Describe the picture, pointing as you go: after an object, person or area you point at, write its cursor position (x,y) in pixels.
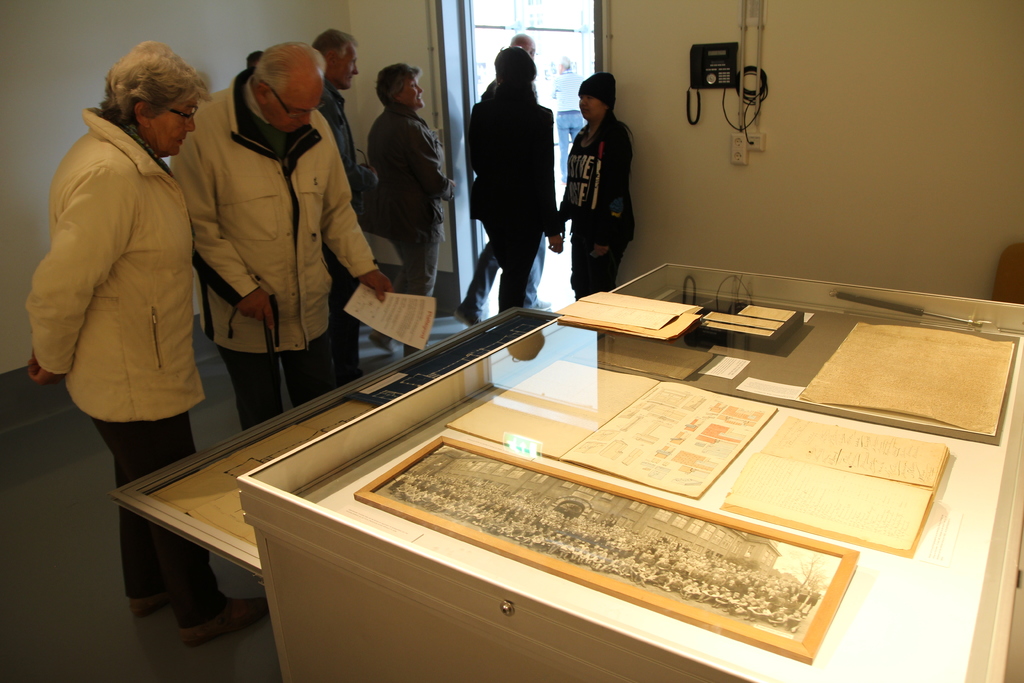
In this picture I can see a table (731,353) in front (586,303) on which there are few papers (587,322) and through the glass (633,388) I can see a photo frame (601,483) and few books (597,444). On the left side of this picture (192,113) I can see few people (295,83) who are standing and in the background (644,25) I can see the wall (707,109) on which there is a telephone (726,57), wires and 2 pipes (742,65) and I can see the floor (54,647).
